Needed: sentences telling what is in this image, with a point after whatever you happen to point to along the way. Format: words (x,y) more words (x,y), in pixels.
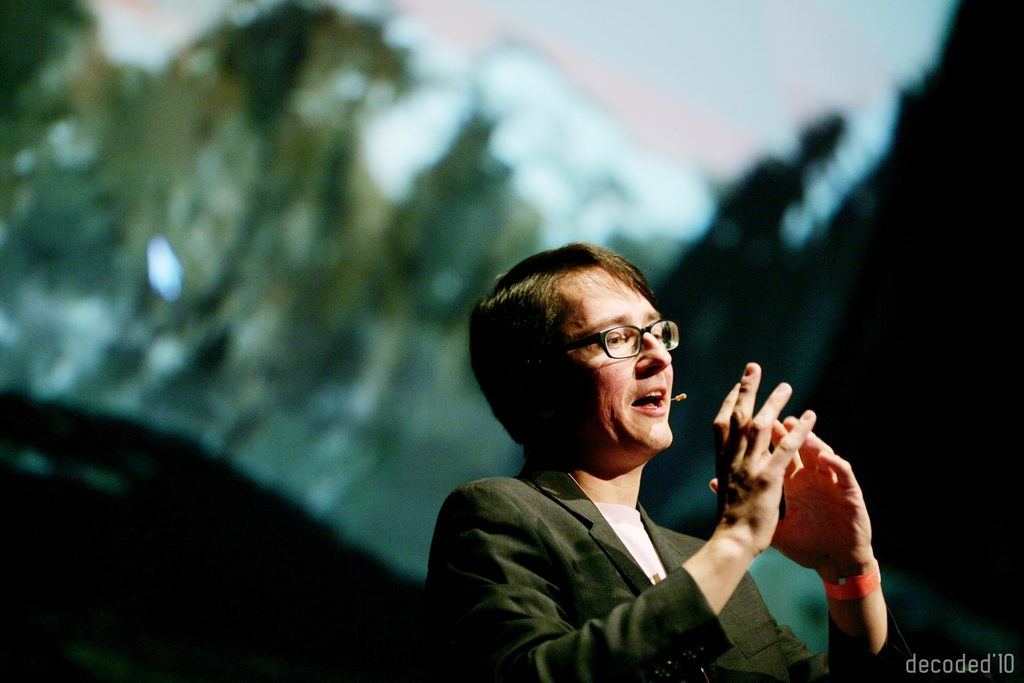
On the bottom right (975,661), there is a watermark (975,661). On the right side (806,429), there is a person (530,359) in a suit (480,539), wearing a spectacle (615,341) and speaking. And the background (940,31) is blurred.
